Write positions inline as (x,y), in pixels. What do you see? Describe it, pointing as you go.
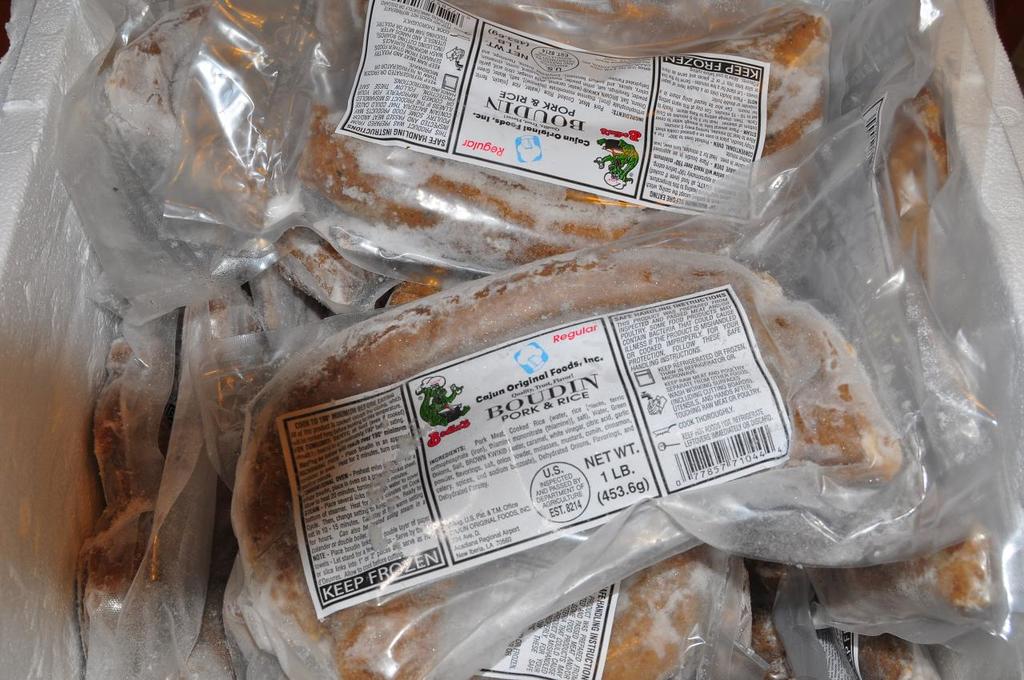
There are food items (424,619) packed with plastic covers (166,145) along with papers (676,133).
